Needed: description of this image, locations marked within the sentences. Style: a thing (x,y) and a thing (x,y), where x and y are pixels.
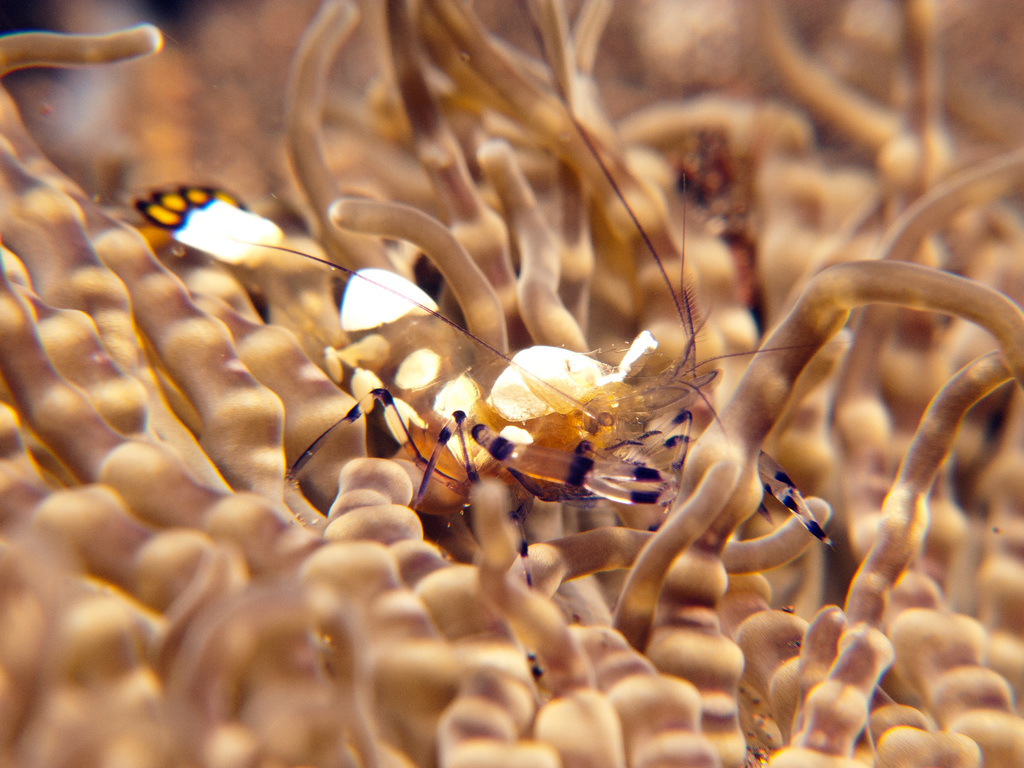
In this image we can see a shrimp (451,433) on a sea anemone (798,435).
